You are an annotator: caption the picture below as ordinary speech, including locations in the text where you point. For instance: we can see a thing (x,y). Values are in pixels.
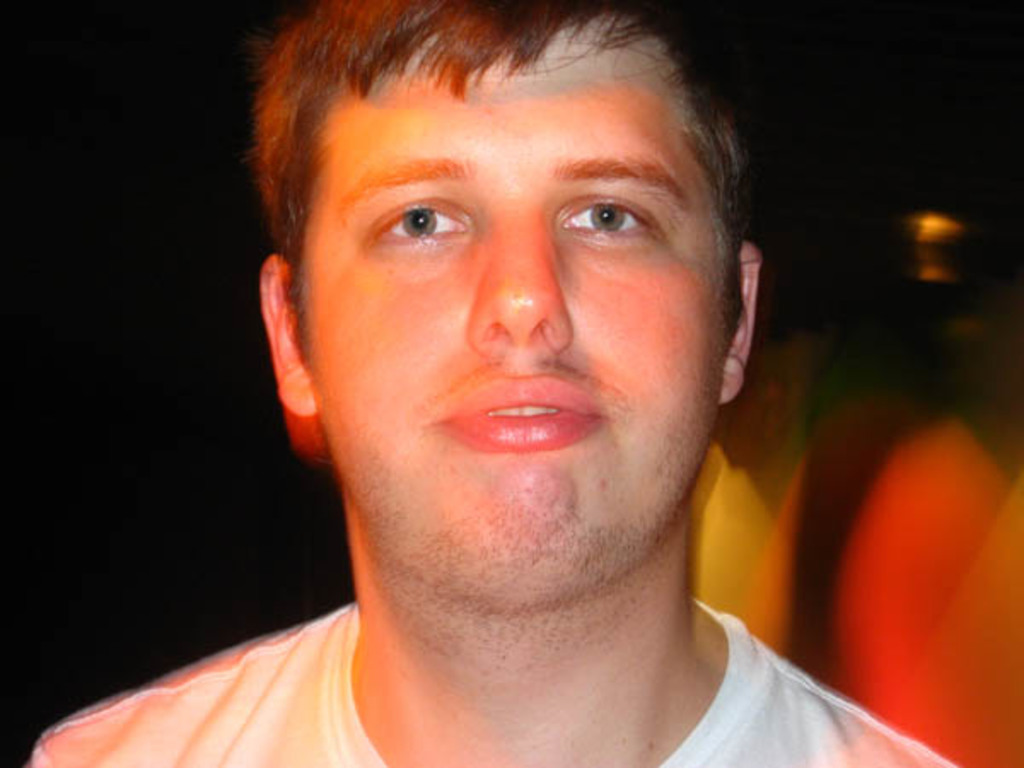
In this image, we can see a man (351,723) wearing a white color shirt (295,701). On the right side (773,545), we can also see some lights (999,493). In the background (881,374), we can see black color.
